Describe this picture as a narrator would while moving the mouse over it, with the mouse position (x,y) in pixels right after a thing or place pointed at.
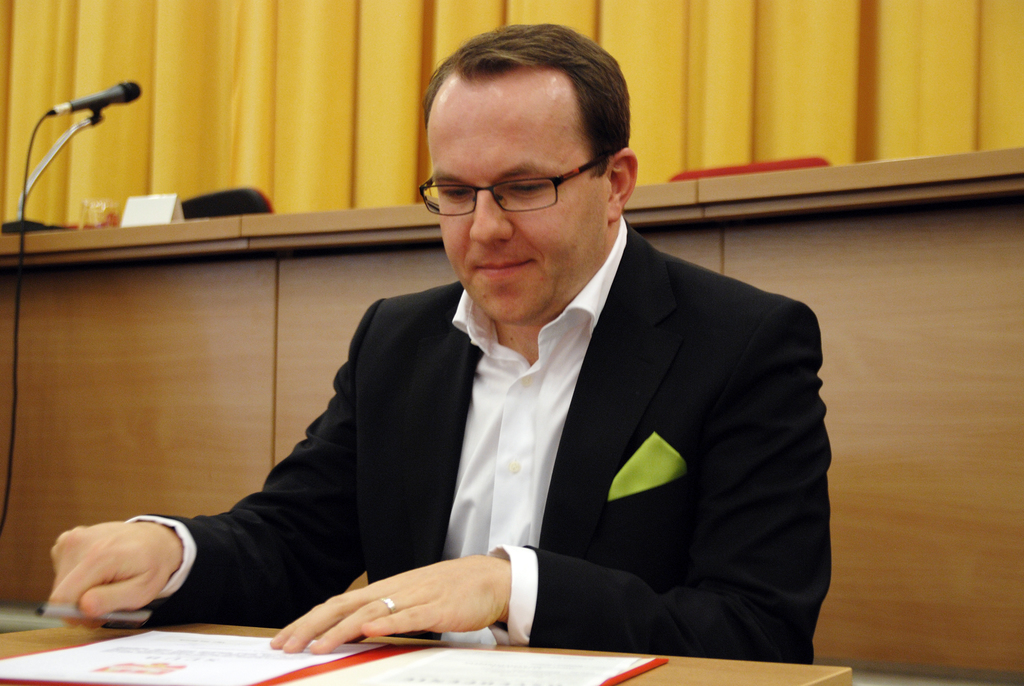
The person (710,467) wearing black suit (777,471) is sitting in front of a table (763,667) which has an object (287,654) and a pen (128,620) on it and there is a mic (64,109) and yellow color curtain (383,31) behind him.
